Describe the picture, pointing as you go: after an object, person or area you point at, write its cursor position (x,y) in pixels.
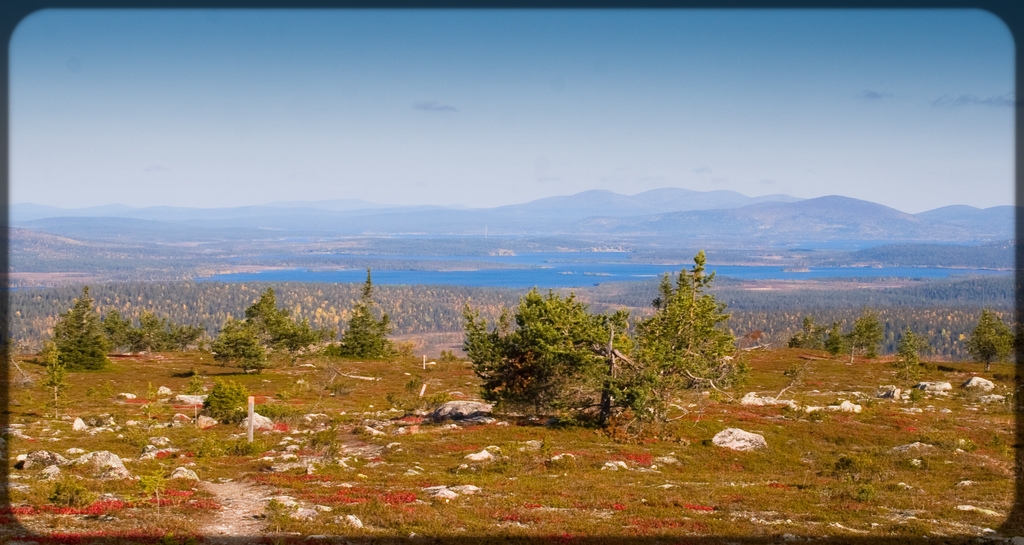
In this image we can see trees (472,327), rocks (198,426), poles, grass (420,379) and other objects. In the background of the image (505,229) there are mountains (882,232), water (452,282), trees (515,288) and other objects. At the top of the image (540,17) there is the sky (272,108). At the bottom of the image (403,490) there are grass (348,525), plants (189,499) and ground (633,500).
